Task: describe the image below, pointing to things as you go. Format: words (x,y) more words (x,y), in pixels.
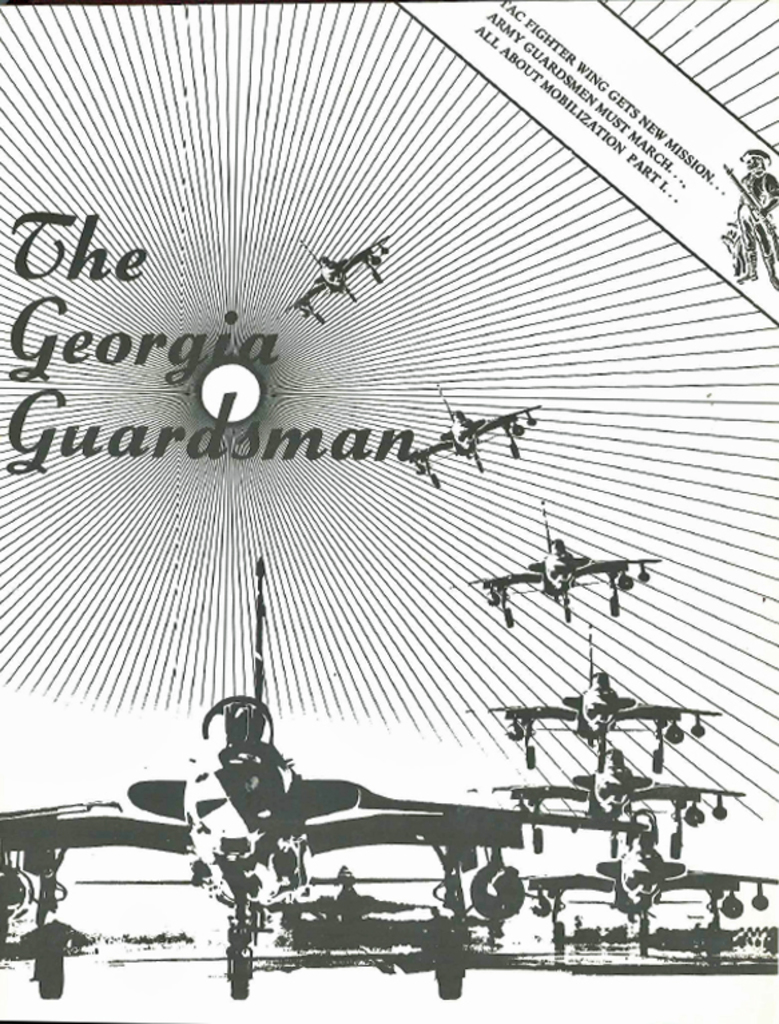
In this image I can see few aircraft's (246,839) and something is written on it. It is in white and black color.
